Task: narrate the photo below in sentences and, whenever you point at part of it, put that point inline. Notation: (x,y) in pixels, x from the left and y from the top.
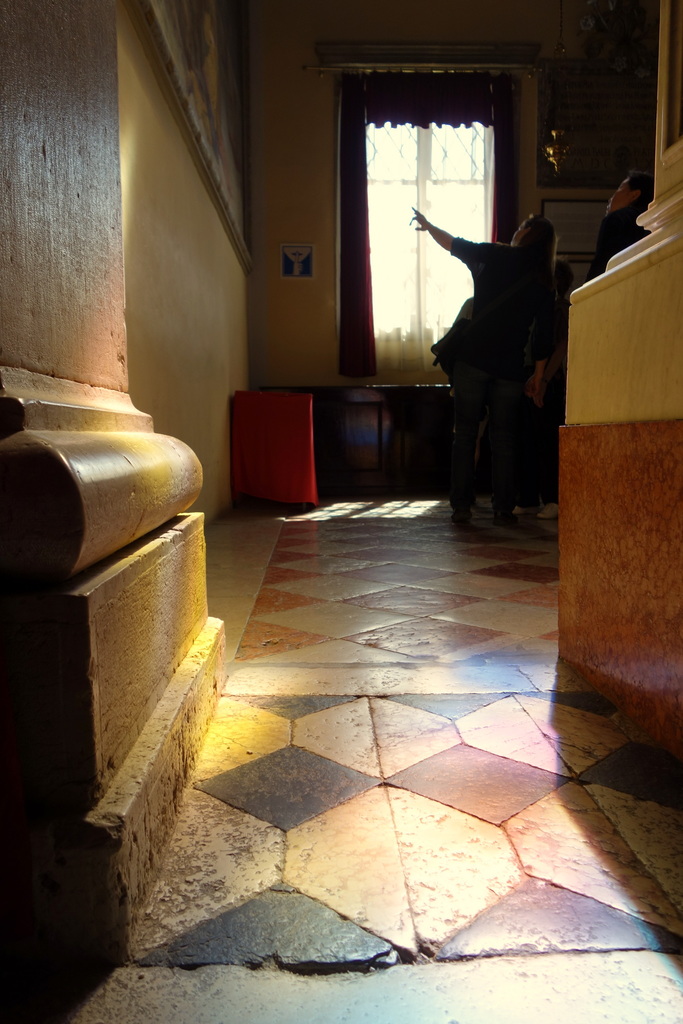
In this image it looks like a frame (169,14) on the wall (147,239) in the left corner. There are people (532,336) and there are objects (574,122) on the wall (599,135) in the right corner (610,126). There is floor (455,889) at the bottom (462,850). There is a window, curtain (343,272), there are objects (333,429), there is a wall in the background (308,282).
